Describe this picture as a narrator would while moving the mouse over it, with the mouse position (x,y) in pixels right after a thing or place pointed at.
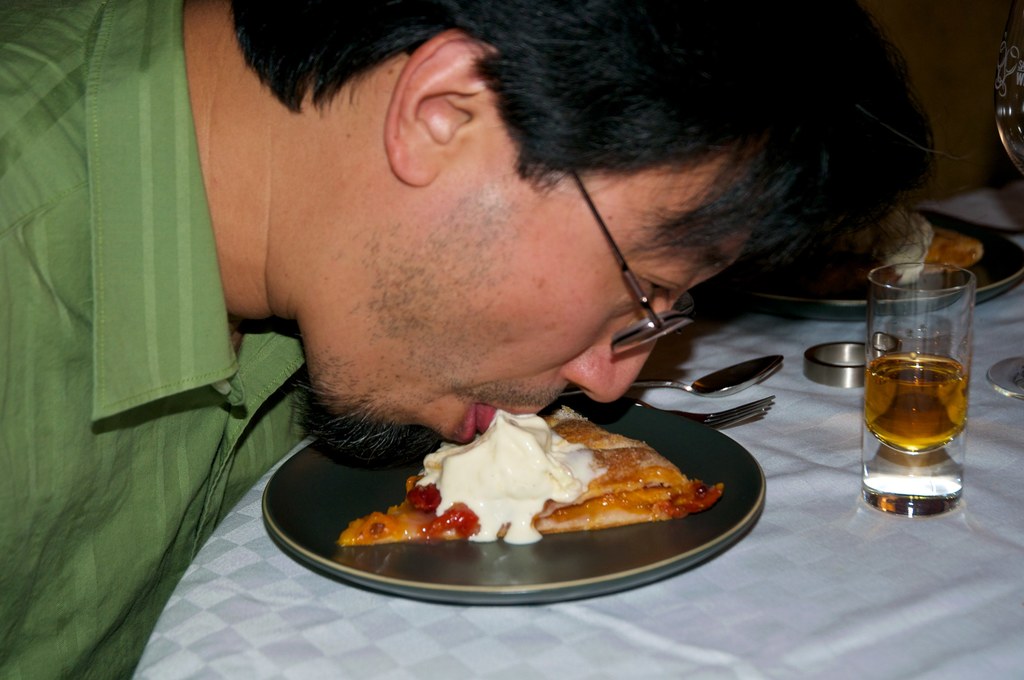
In the center of the image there is a table (764,530). On the table (800,500) we can see spoons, glass (902,426), food item (636,508) on plate (702,525) are present. On the left side of the image (172,282) a man (457,338) is tasting a food (539,421).
